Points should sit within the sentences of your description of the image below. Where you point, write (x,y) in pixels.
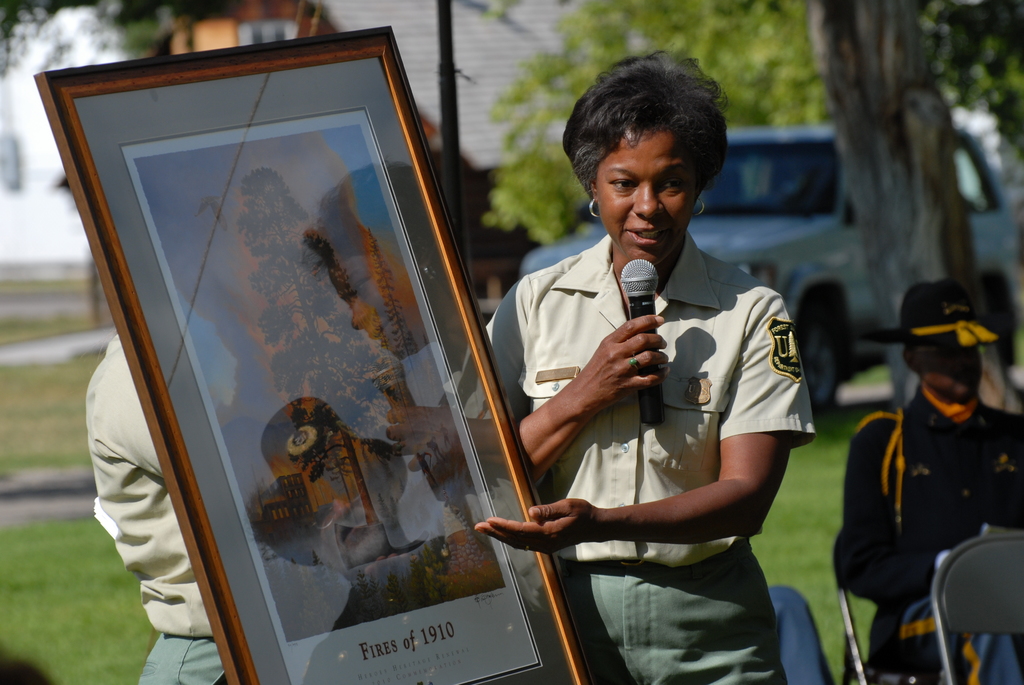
In this image I can see a person (718,390) wearing cream and green colored dress (710,390) is standing and holding a microphone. I can see a photo frame (393,41) beside her and a person (151,463) standing behind the frame (164,453). In the background (820,188) I can see some grass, a car (798,257), a person (887,456) wearing black and yellow colored dress (915,474) is sitting on a chair (849,620), few trees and a building (49,251) which is white in color.
